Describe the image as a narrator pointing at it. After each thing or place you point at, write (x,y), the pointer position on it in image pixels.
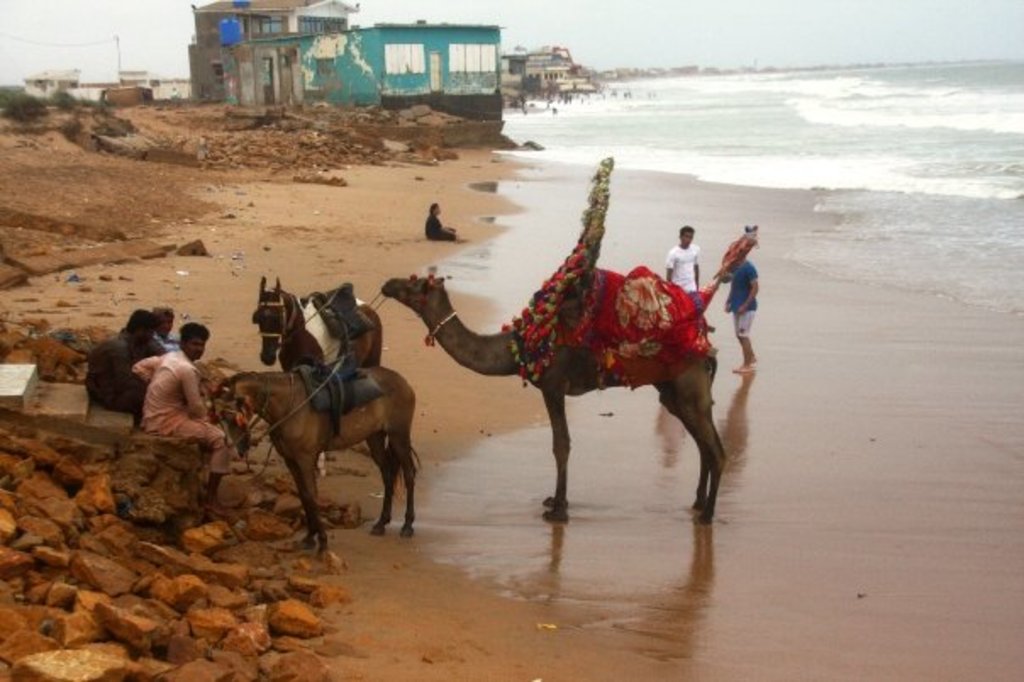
In this image I can see in the middle (541,324) there is a camel (412,283) standing, on the left side (291,368) there are two horses (312,358) and few people (187,387) are sitting on the stairs (73,407). On the right side (799,142) there is the sea (822,186), at the top (412,77) it looks like an iron shed (359,98).
